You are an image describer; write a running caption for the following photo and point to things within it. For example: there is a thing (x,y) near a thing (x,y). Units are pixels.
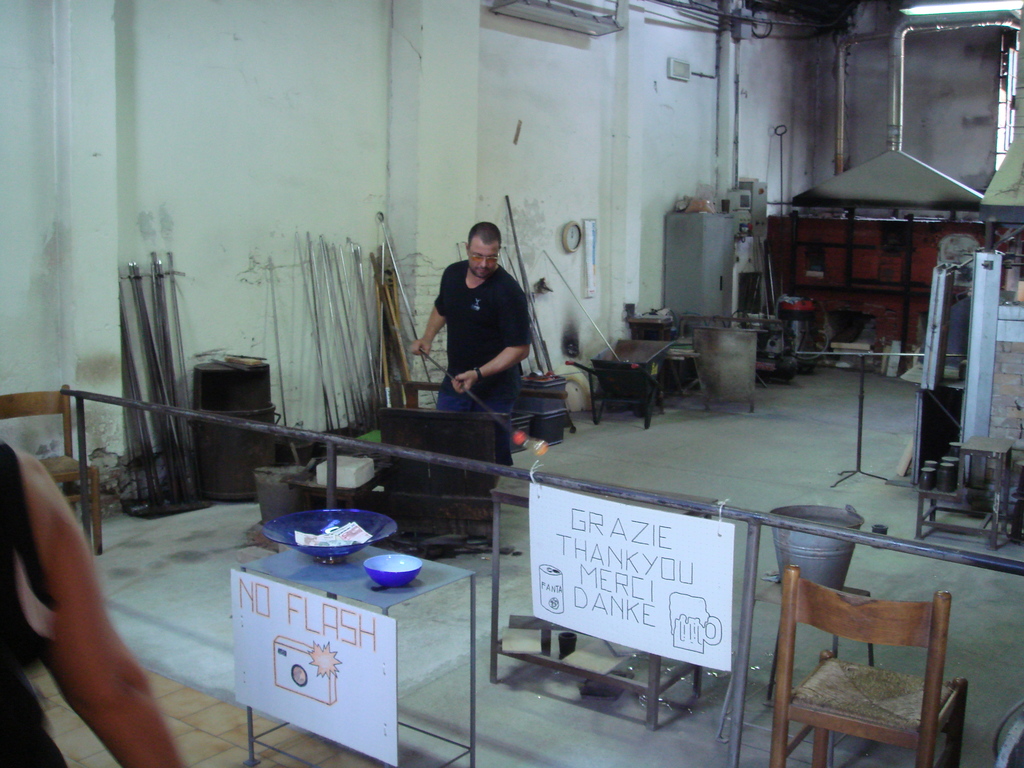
This is an inside view. In the middle of the image (478,341) there is a man (495,389) standing and holding a metal object (470,396) in the hands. At the bottom (781,720) there is a chair (843,659), table (286,697) on which two bowls (390,568) are placed and a board (317,630) is attached to this table (331,581). On this board (303,690), I can see some text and also there is a railing (793,523) to which a board (575,547) is hanging. On the right side (976,354), I can see a metal object (961,355) which is looking like a machine tool (964,361). On the left side (71,633), I can see a person's hand (81,600). In the background (204,399) there are many metal objects (378,400) placed on the ground (621,432) and there is a clock (567,232) attached to the wall (539,209). In the background (783,245), I can see few machine tools (795,276).
